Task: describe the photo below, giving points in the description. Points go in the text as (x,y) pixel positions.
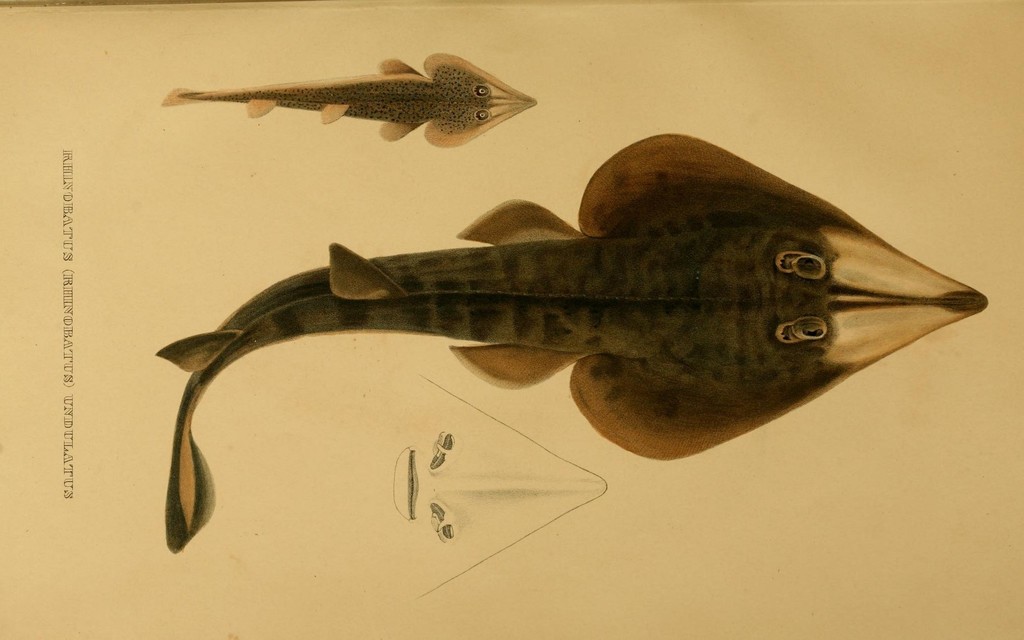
In this picture, we see the drawings (350,95) of the two fishes (712,339). On the left side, we see some text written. In the background (292,221), it is cream in color. This picture might be drawn on the cream paper (316,170).
